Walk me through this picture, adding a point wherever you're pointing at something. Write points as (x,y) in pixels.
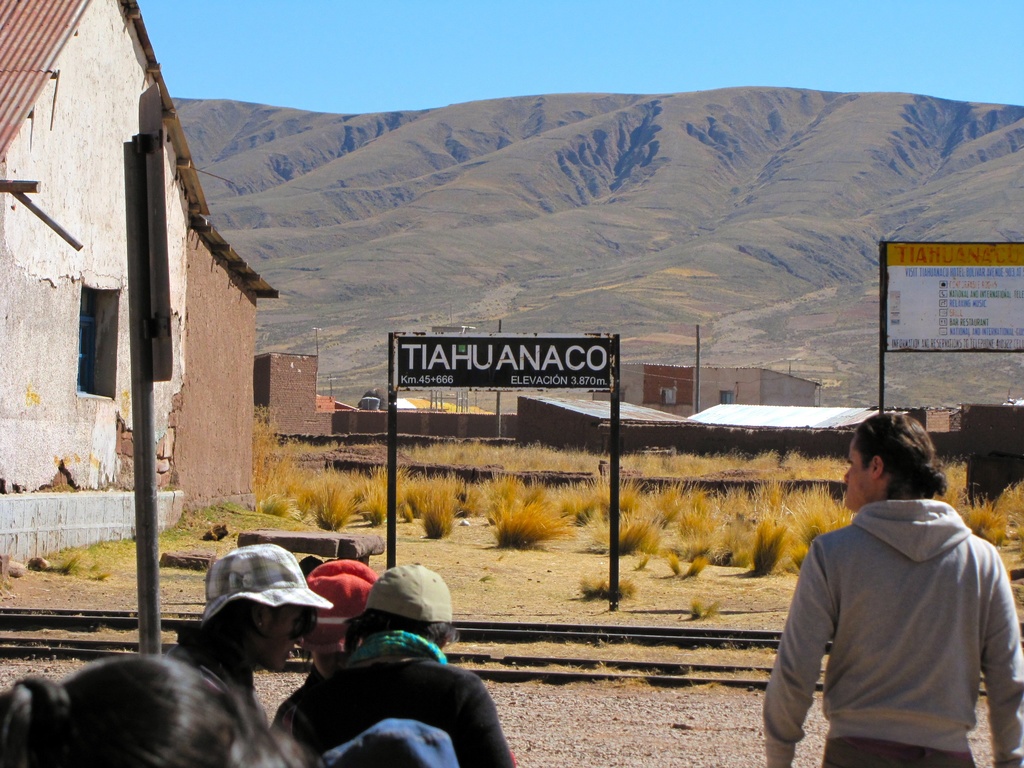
In the image we can see there are people (778,697) wearing clothes (314,685) and some of them are wearing a cap (369,608). Here we can see grass (713,550), two poles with the board (482,338), mountain (650,237) and the sky (420,54). We can even see there are houses (197,395) and we can see the train track (561,644).
